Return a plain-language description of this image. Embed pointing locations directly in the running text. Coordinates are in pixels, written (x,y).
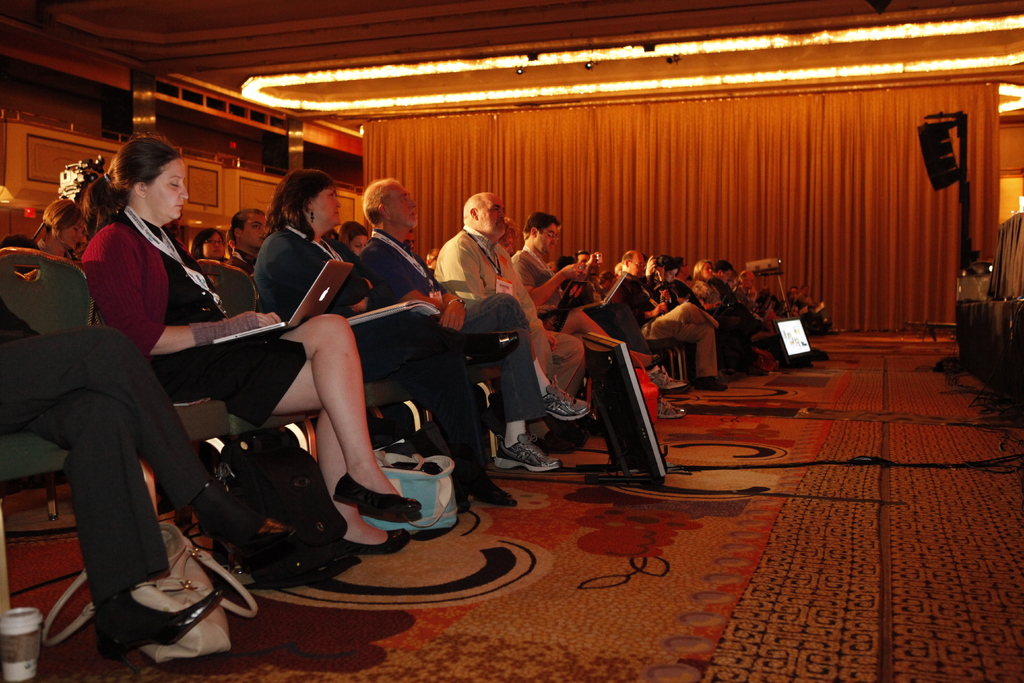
In this image I can see few persons (535,236) sitting on the chair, in front of them I can see screen (650,430) at the top (875,111) I can see curtain (668,111) and lights (563,58).
